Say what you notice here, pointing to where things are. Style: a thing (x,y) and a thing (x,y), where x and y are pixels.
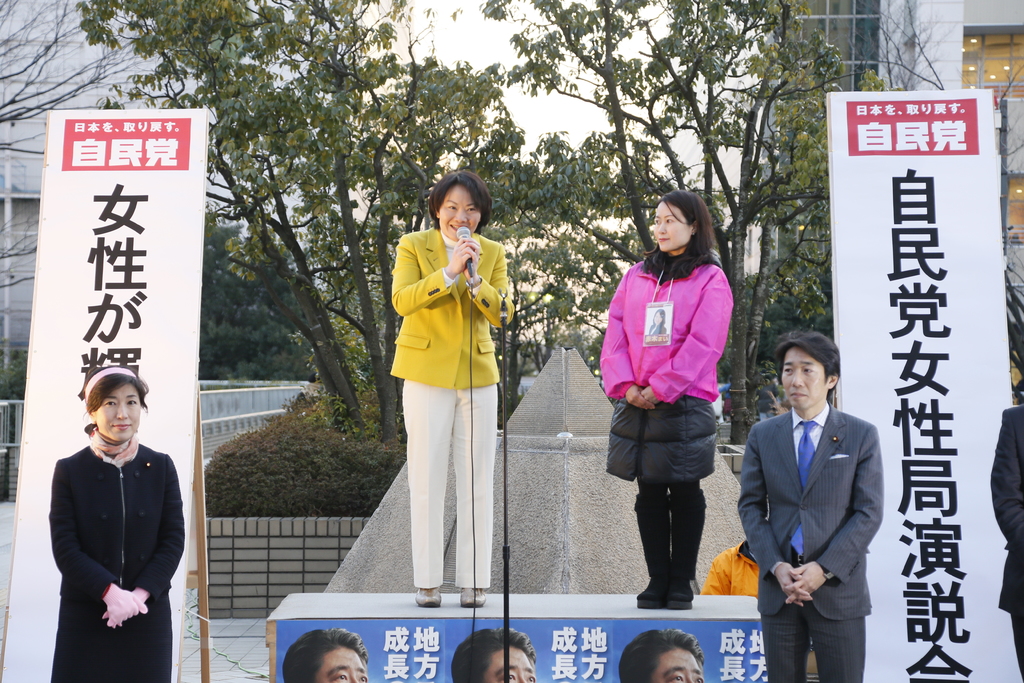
In this picture I can see 3 women (444,383), a man (833,644) and a person (1014,440) in front (1016,453) and I see that the woman (404,270) on the platform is holding a mic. In the middle of this picture (371,411) I can number of trees (332,134), plants (261,480) and I can also see few boards (340,639) on which there is something written. In the background (87,54) I can see few buildings (73,56) and the sky (430,37).
